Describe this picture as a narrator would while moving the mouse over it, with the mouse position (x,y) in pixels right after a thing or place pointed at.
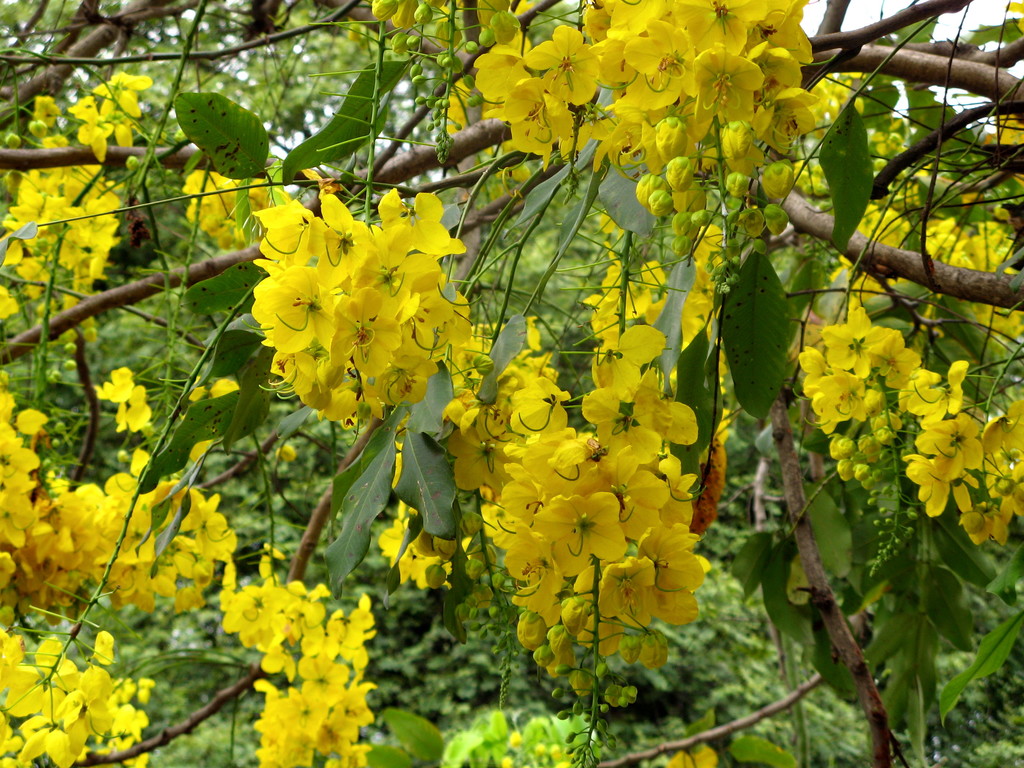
In this image we can see few trees (311,503) with flowers (572,538).
